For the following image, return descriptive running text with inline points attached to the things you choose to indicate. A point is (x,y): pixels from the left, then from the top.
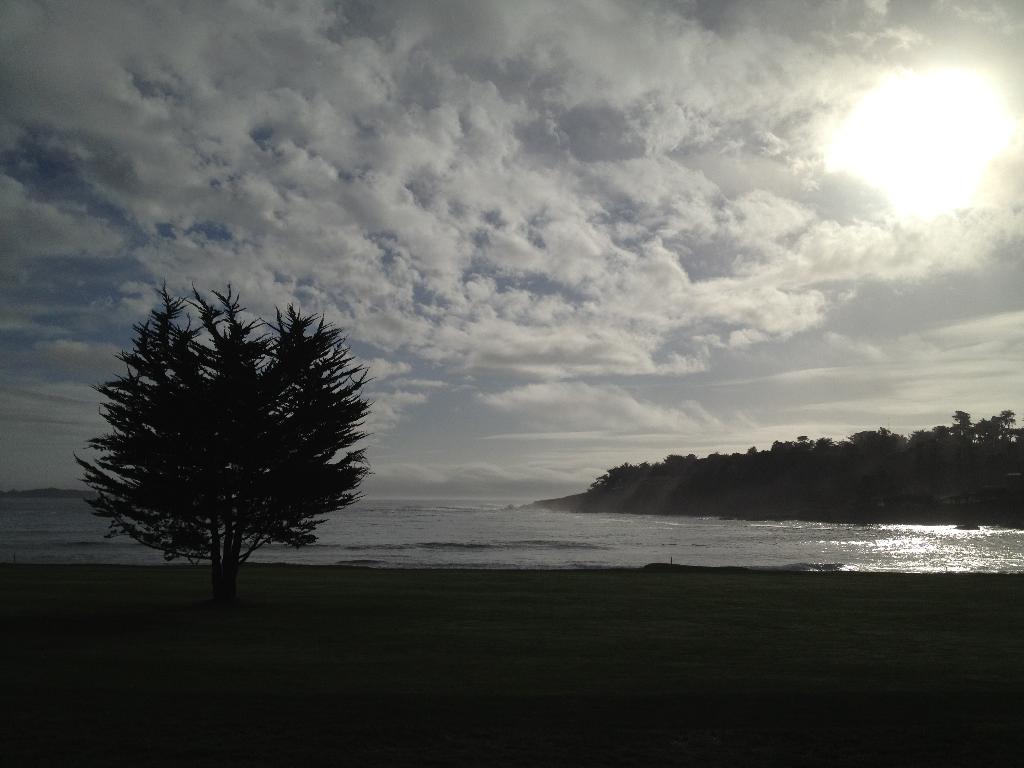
This picture shows a few trees (734,481) and we see water (384,538) and a cloudy sky (794,296) with sun (965,182) and we see grass (171,651) on the ground (445,706).
